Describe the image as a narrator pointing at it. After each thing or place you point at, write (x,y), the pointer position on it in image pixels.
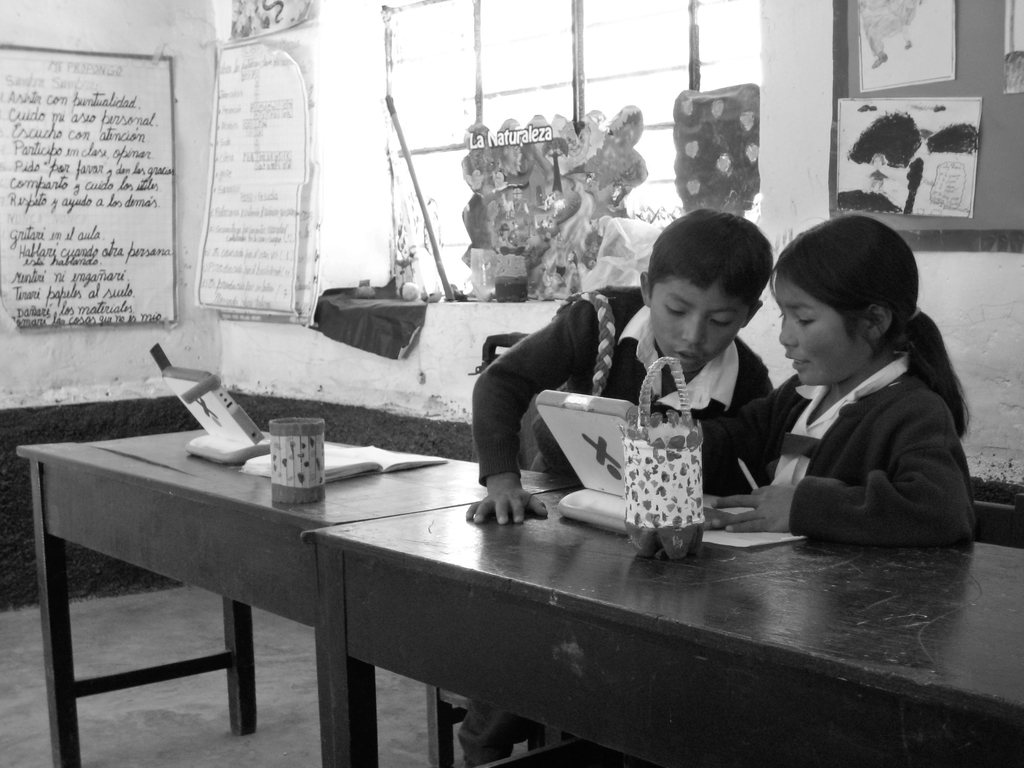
In this picture we can see two children (697,356) in the middle (499,495). This is the table (688,676). On the table (691,602) there a bottle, book (408,456), and a laptop (197,381). This is the wall (85,381) and there is a board (102,202) on the wall (108,47). And this is the window (644,114).
